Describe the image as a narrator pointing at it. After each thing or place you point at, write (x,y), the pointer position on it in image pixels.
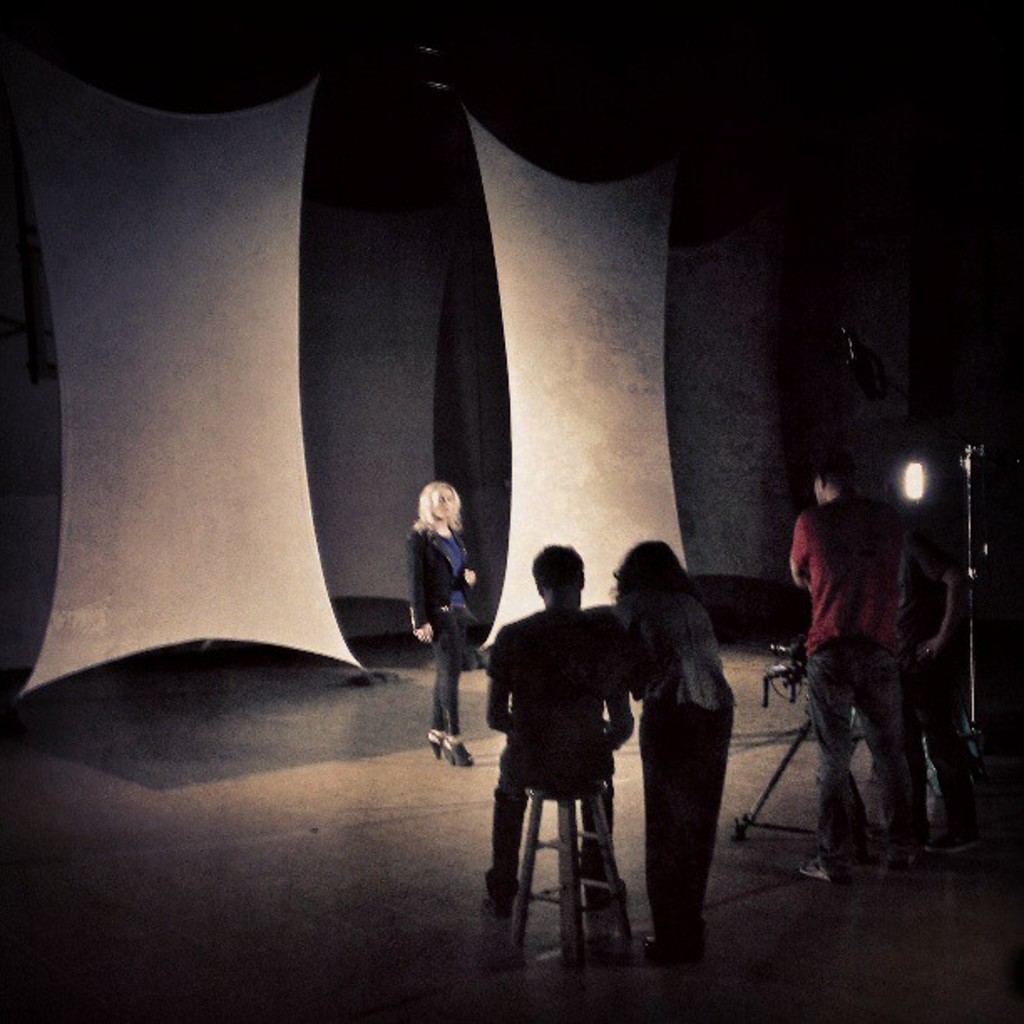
In this picture we can observe some people (534,680). There are two white color clothes (511,365) behind the woman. We can observe men (556,600) and women (658,608) in this picture. On the right side (918,495) there is white color light (921,490). The background (829,145) is completely dark.
